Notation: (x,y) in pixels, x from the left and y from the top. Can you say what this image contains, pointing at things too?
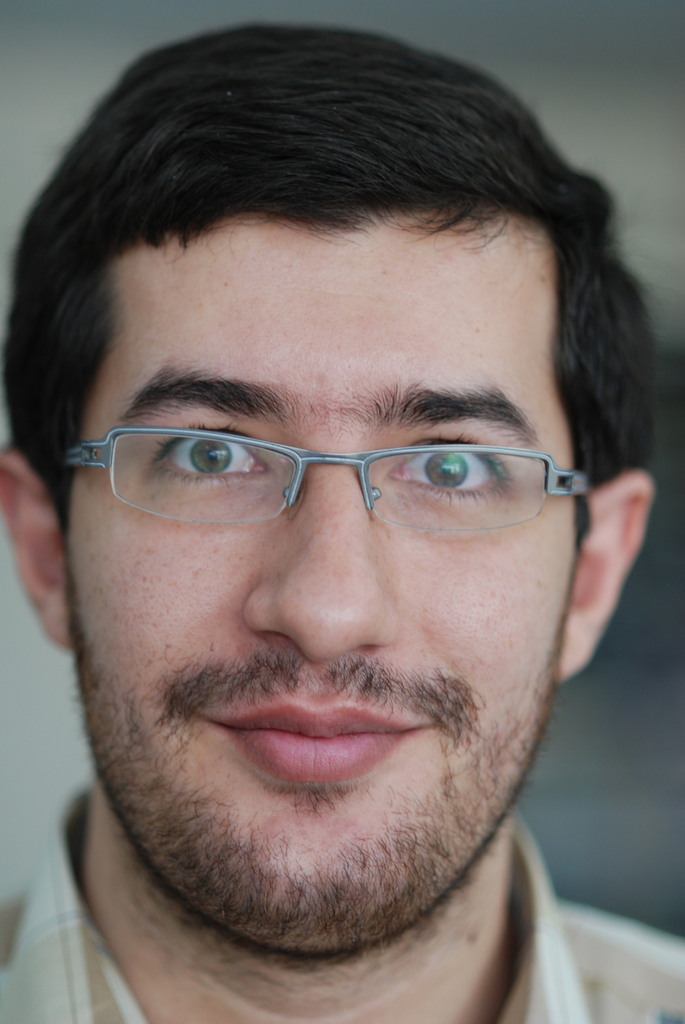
In this picture there is a man (409,837) wearing specs (466,495) and small beard (207,685) on the face (395,479), smiling and giving a pose for passport size photograph. Behind there is a blur background (2,635).
